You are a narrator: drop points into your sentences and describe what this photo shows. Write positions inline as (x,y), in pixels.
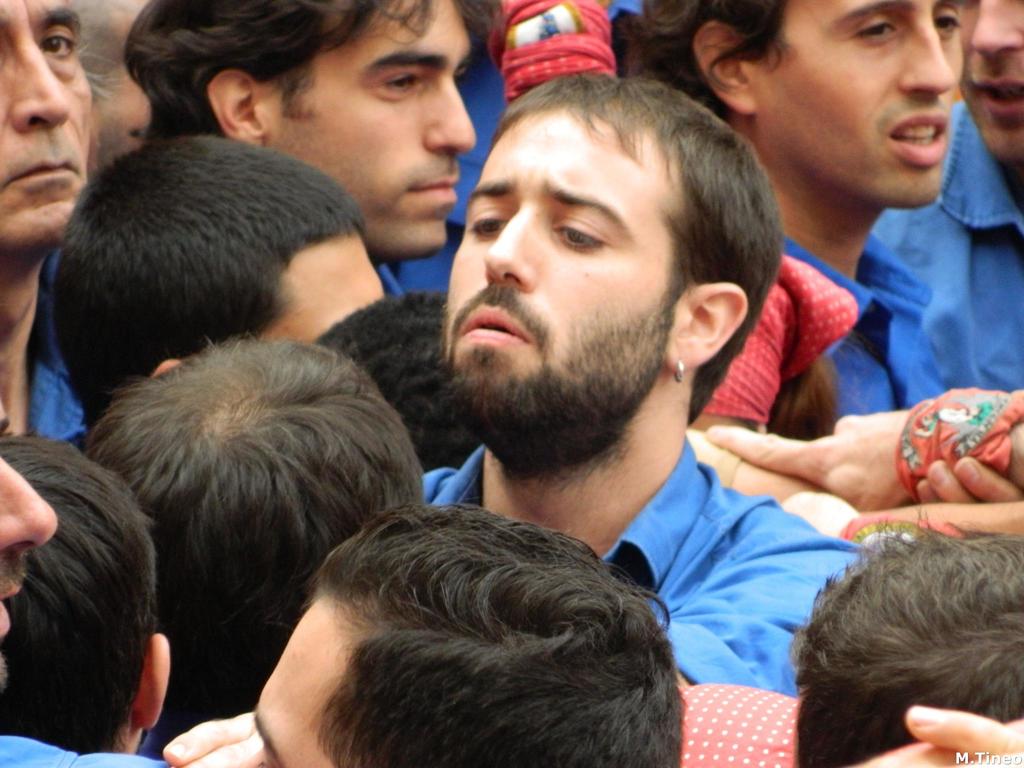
In the image there are many men (652,196) standing and wearing the blue t-shirts (720,537). And to the right side (956,449) there is a person hand (875,438) with a cloth (939,429). To the right bottom corner of the image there is a name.
